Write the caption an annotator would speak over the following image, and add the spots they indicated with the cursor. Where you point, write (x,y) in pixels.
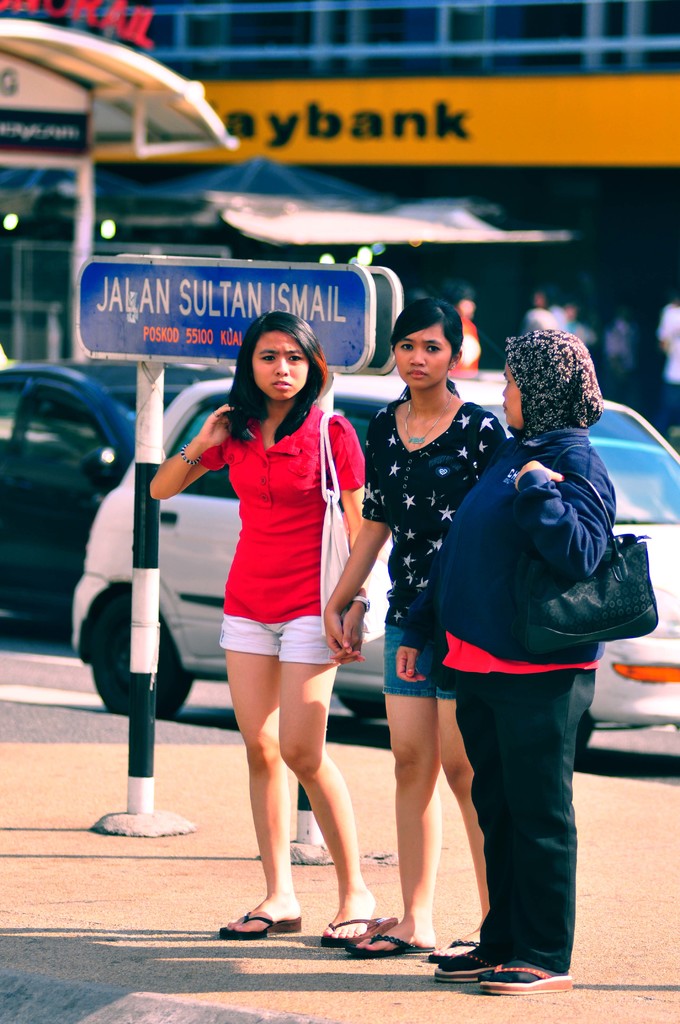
In this image in the foreground (357,572) there are three persons (398,588) standing, and in the background (120,406) there are vehicles (122,418), pole (150,424), board (169,280) and buildings (325,251) and some persons (623,335) and lights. At the bottom (144,900) there is road (611,878).
